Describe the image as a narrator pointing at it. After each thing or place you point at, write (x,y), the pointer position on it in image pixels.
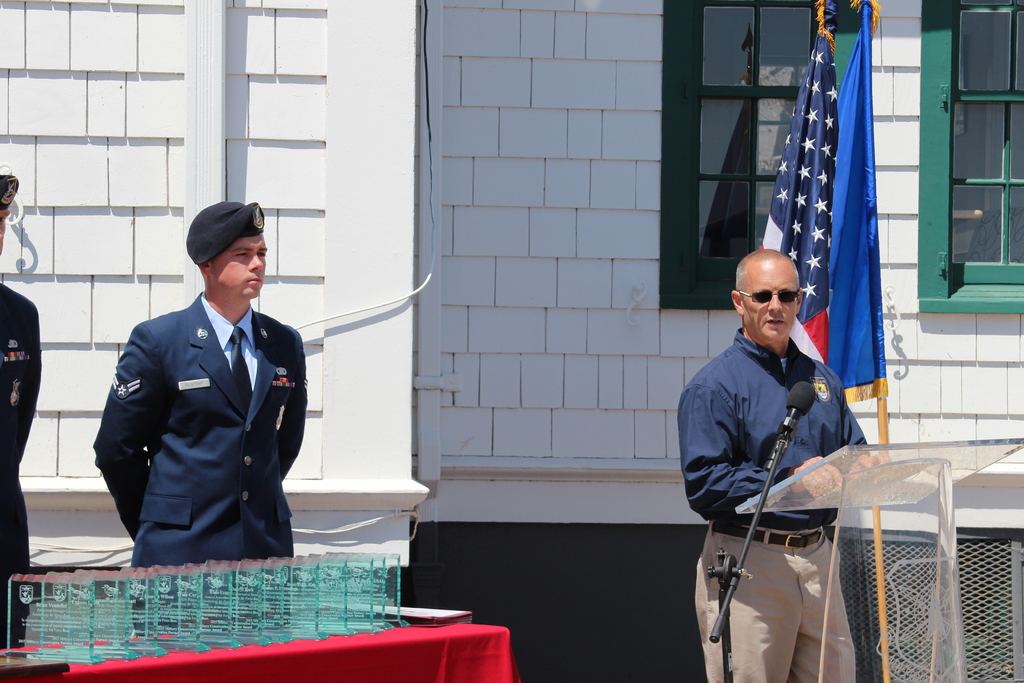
In this picture we can see three people (21,346) where a man (739,376) standing at the podium (935,521), mic stand (766,482), glass shields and a red cloth (459,636) on the table (267,667), flags (813,234), windows (765,205) and in the background (534,81) we can see the wall (428,149).
